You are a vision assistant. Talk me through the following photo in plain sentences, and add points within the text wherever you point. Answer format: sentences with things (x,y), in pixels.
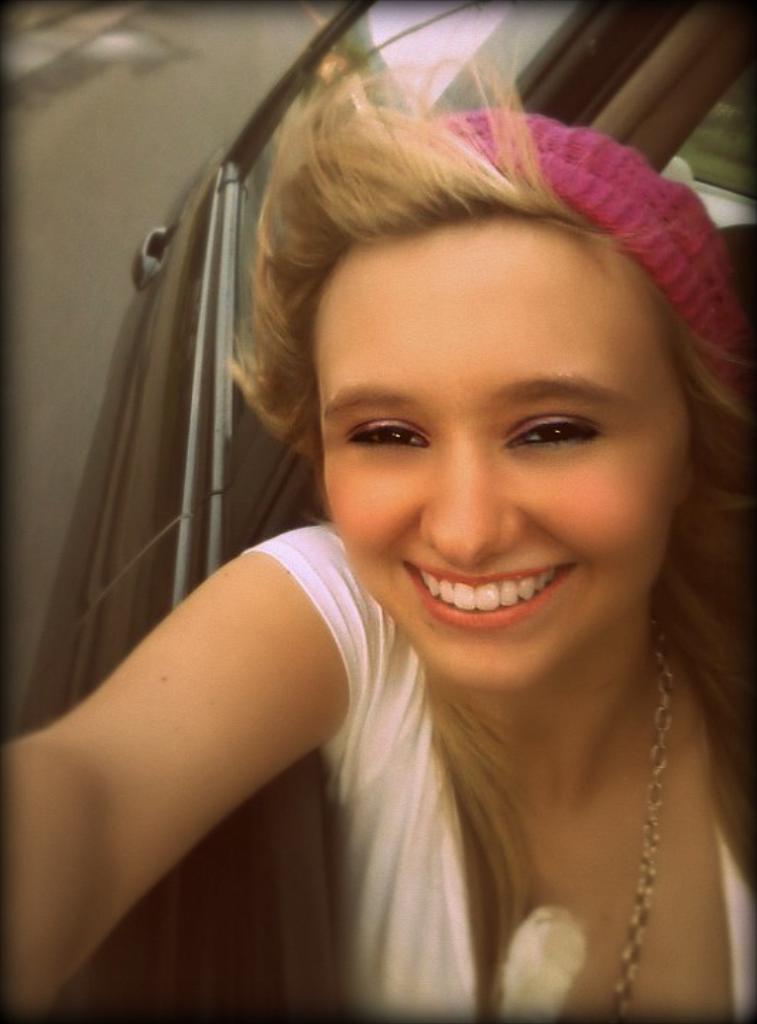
In the picture we can see a car (216,305) which is black in color and in the car (727,159) we can see a woman (265,597) sitting and looking outside of the car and she is smiling and she is with a white dress (314,583) and to her hair (721,417) we can see a pink color band (619,155) and in the background (137,163) we can see a road (29,490).
